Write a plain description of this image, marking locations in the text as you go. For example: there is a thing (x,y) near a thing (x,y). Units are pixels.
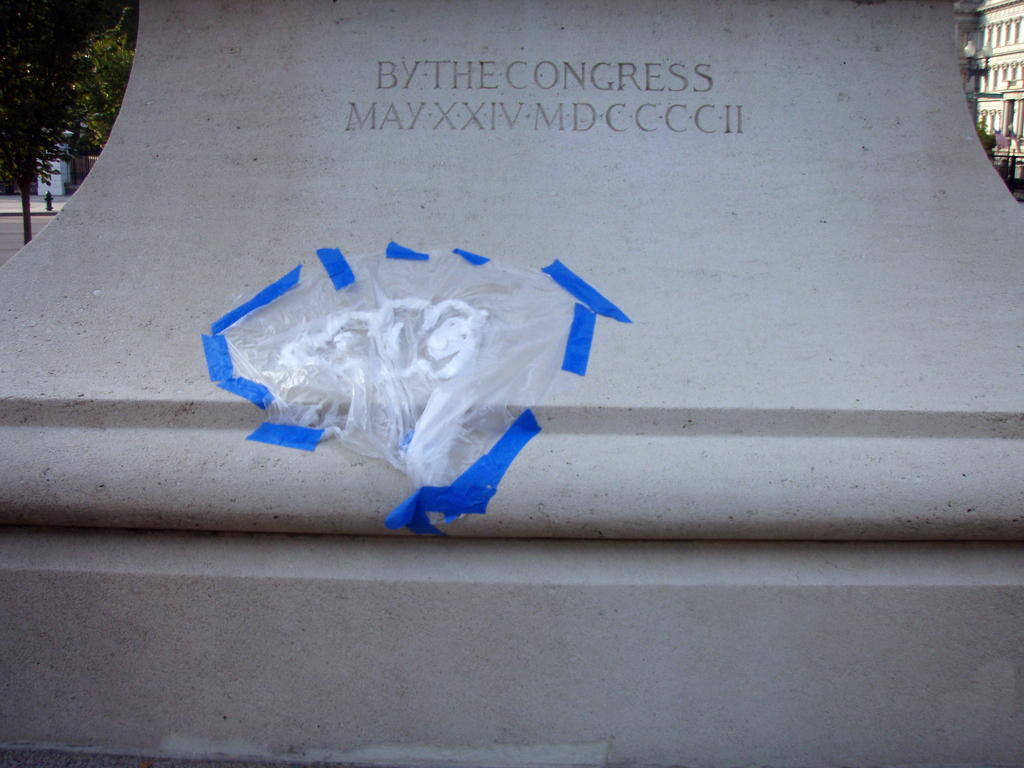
Something written on this wall (699,105). Left side of the image (60,121) there is a tree (55,48). Right side of the image (1012,68) there is a building (1012,81) and light pole (980,89).
